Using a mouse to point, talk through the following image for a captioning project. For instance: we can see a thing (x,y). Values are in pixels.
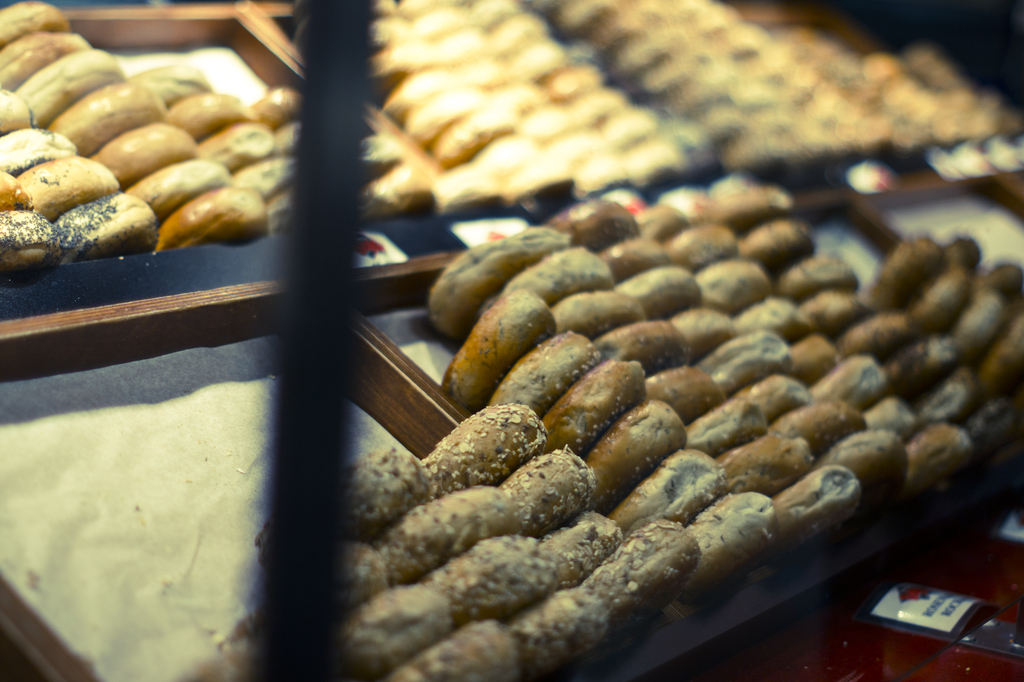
In this picture we can see food (495,287) in the trays (435,271).
